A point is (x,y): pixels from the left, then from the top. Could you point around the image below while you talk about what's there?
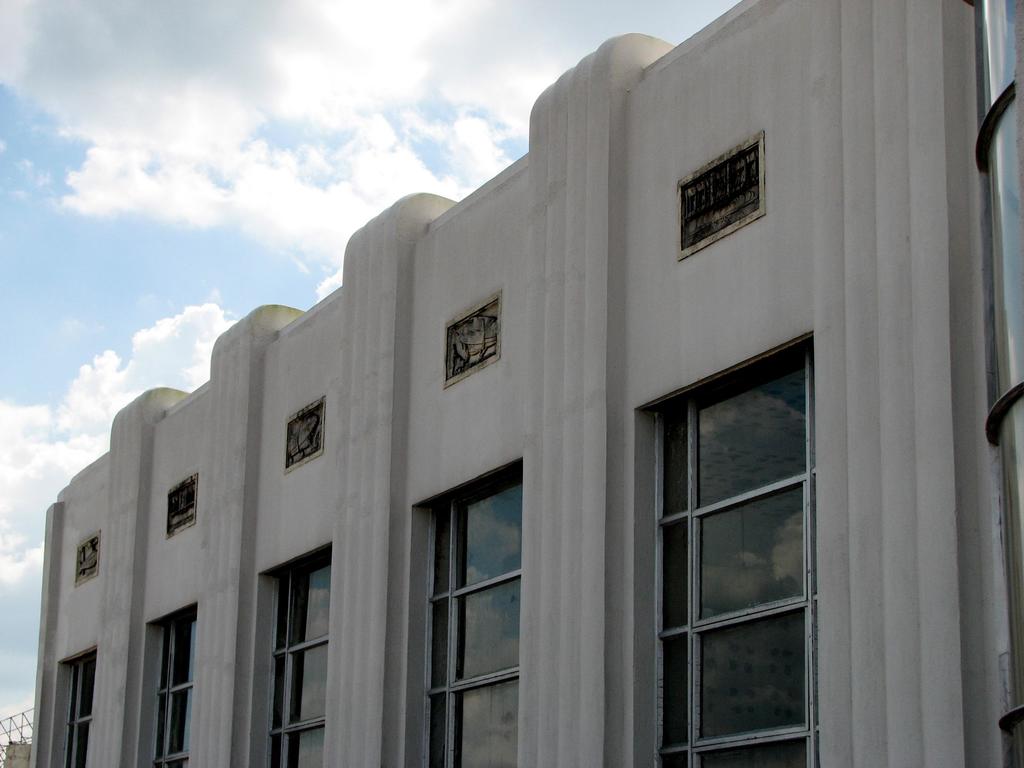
In this image I can see the building (429,432) which is in white color and there are windows (459,488) to it. In the background (200,365) I can see the clouds (134,34) and the blue sky (85,269).
